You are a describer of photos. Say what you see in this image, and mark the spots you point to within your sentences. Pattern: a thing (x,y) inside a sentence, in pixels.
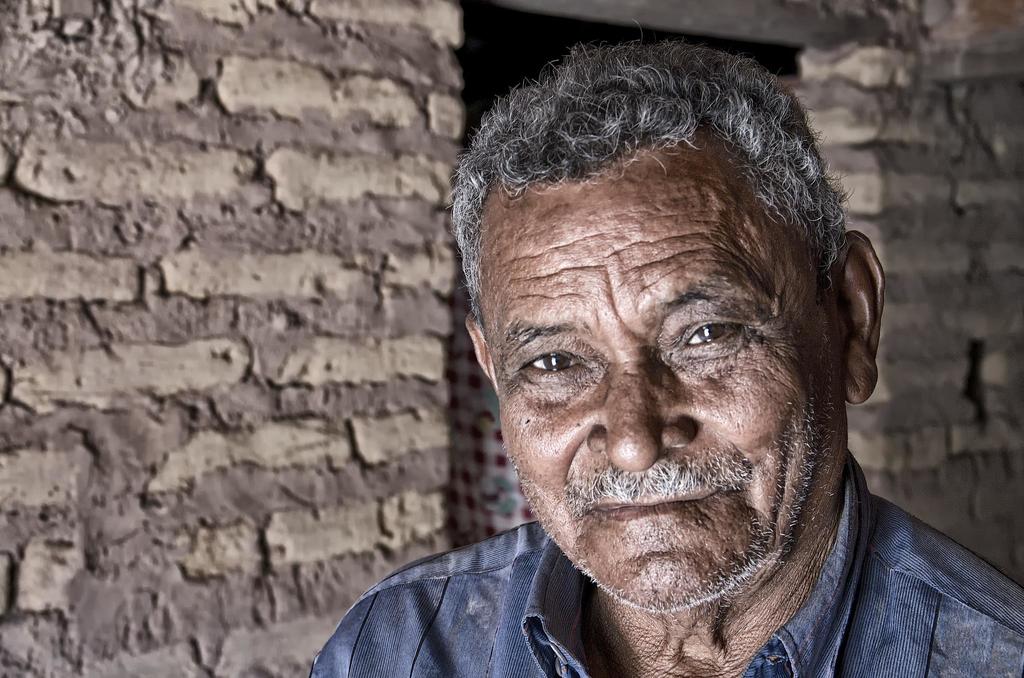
In this picture we can see a man (640,440). Behind the man (646,413) there is a wall (307,407).
